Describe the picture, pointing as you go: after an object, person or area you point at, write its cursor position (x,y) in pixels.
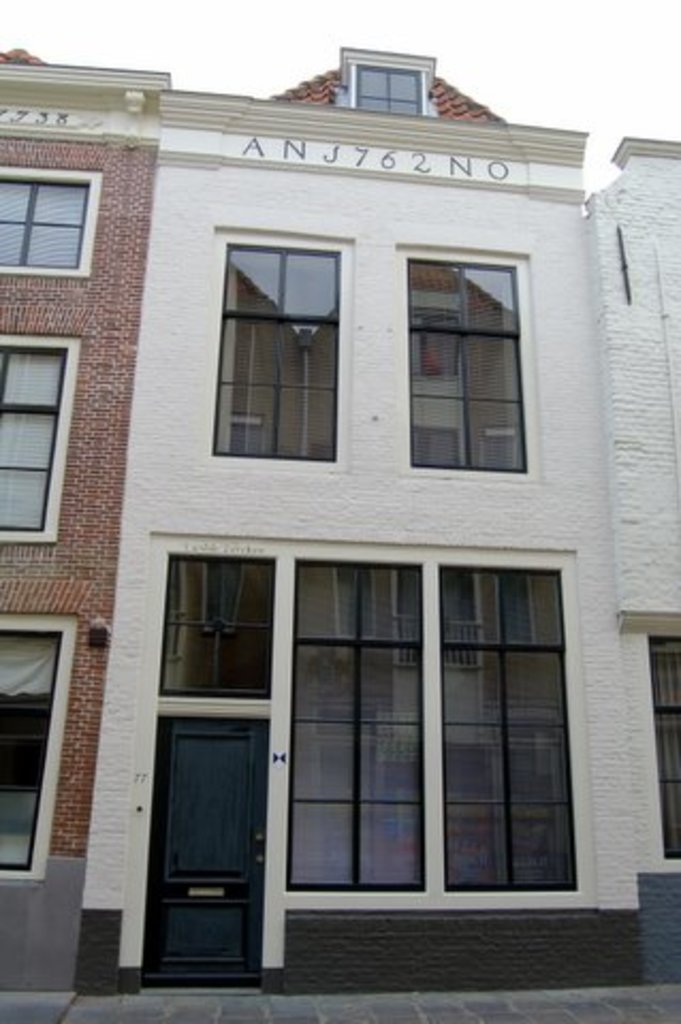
In the center of the image (281,354) there is a building (259,376) and we can see windows (425,392). At the top (214,49) there is sky (484,55).
